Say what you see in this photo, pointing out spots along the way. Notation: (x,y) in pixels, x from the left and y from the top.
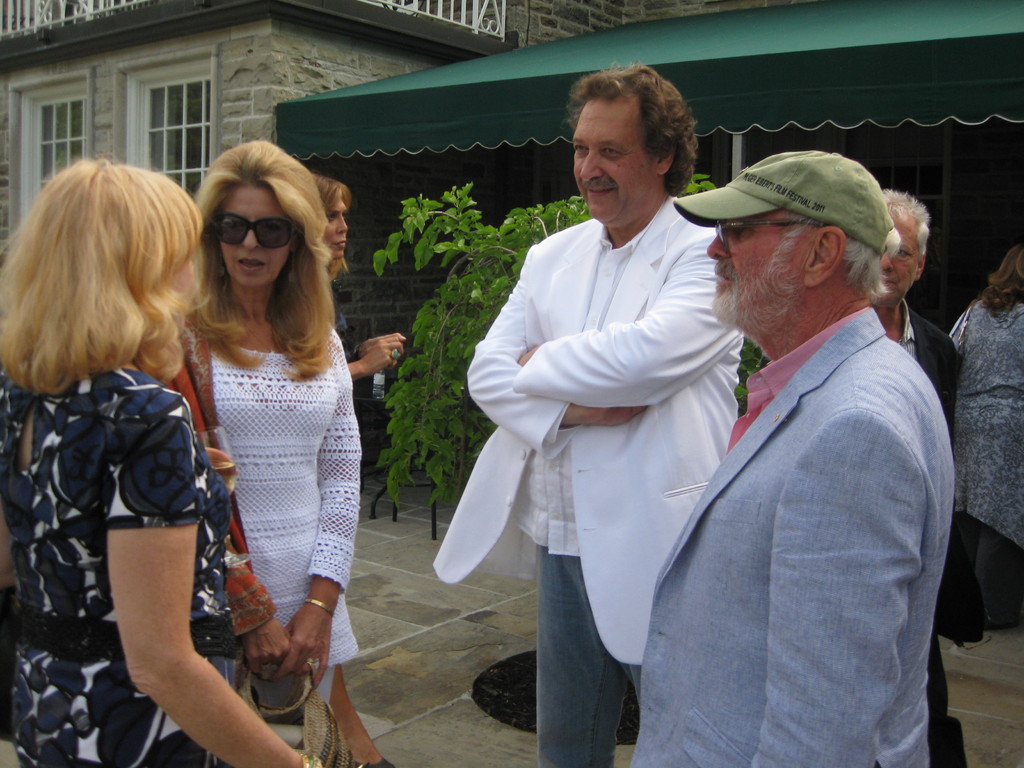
In this picture there are four persons (473,561) standing and there are few other persons (1016,277) behind them and there is a plant (486,266) and a building (453,72) in the background (542,65).
